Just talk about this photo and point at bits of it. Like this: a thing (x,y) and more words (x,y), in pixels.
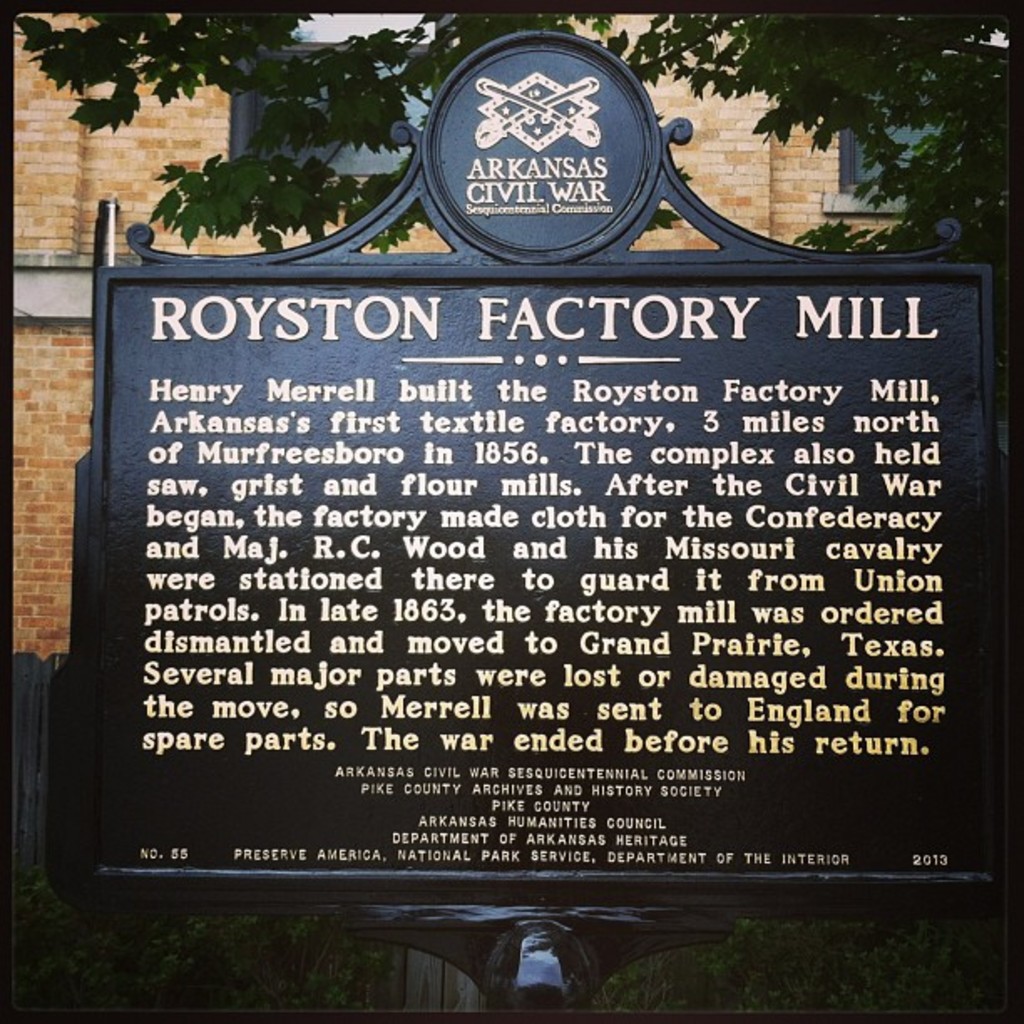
In this image I can see a board (532,367) on which there is some text (535,737). In the background (108,178) there is a building (191,158) and a tree (838,82). At the back of this board (55,802) there is a fencing (32,768).
